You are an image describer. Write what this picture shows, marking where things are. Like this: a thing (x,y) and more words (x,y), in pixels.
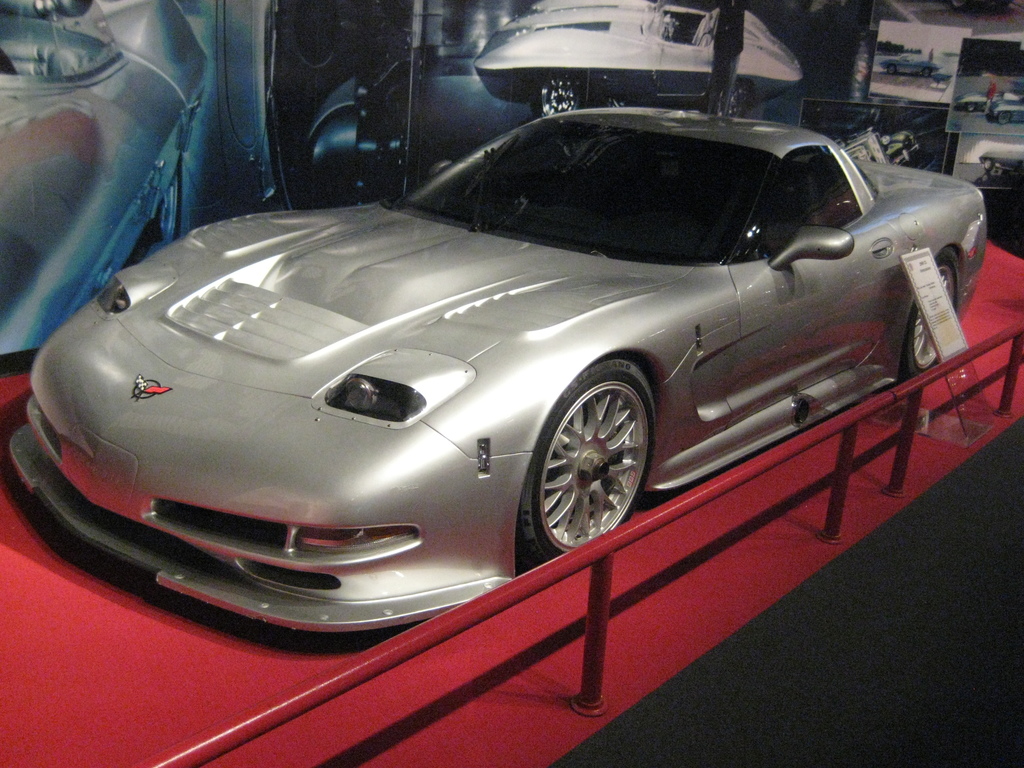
In this image there is a car (606,287) on the red carpet (180,615). Beside the car (519,539) there is a fence (651,516). In the background (512,84) there is a banner (763,41) in which there are so many car photos (683,56). On the right side (918,287) there is a board (924,292) kept near the car (885,253).
